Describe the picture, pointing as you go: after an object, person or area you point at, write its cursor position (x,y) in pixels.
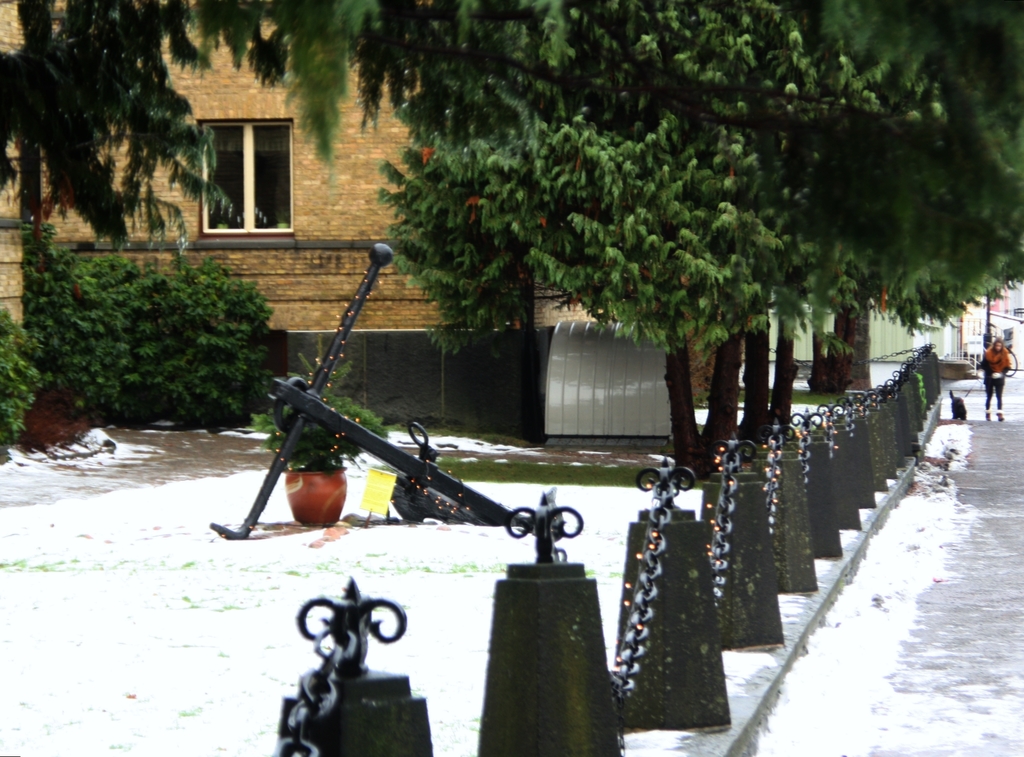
In this image we can see the chain fence (906,412), road (968,593), snow (950,741), person (999,346), a black color object (323,410) on the land (587,479) and also the flower pot (322,492). We can also see the plants (140,359), trees (757,107) and also the building wall (380,177) with a window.
